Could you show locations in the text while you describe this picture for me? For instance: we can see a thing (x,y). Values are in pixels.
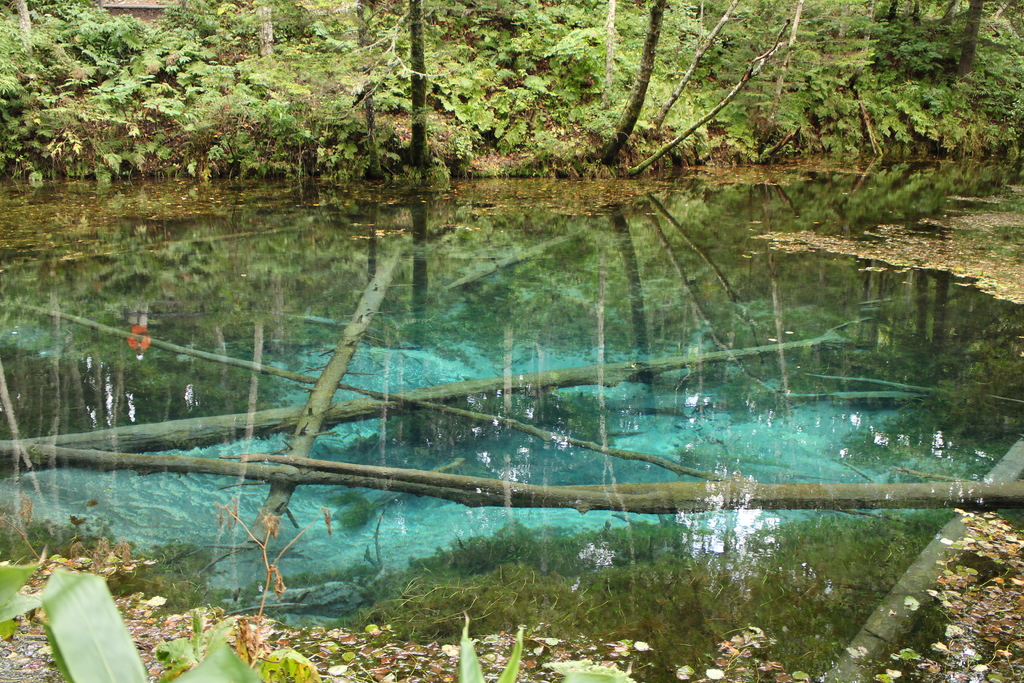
In this picture I can observe a pond (529,327) in the middle of the picture (553,249). In the background (332,113) there are some plants (153,91) and trees (756,65).
